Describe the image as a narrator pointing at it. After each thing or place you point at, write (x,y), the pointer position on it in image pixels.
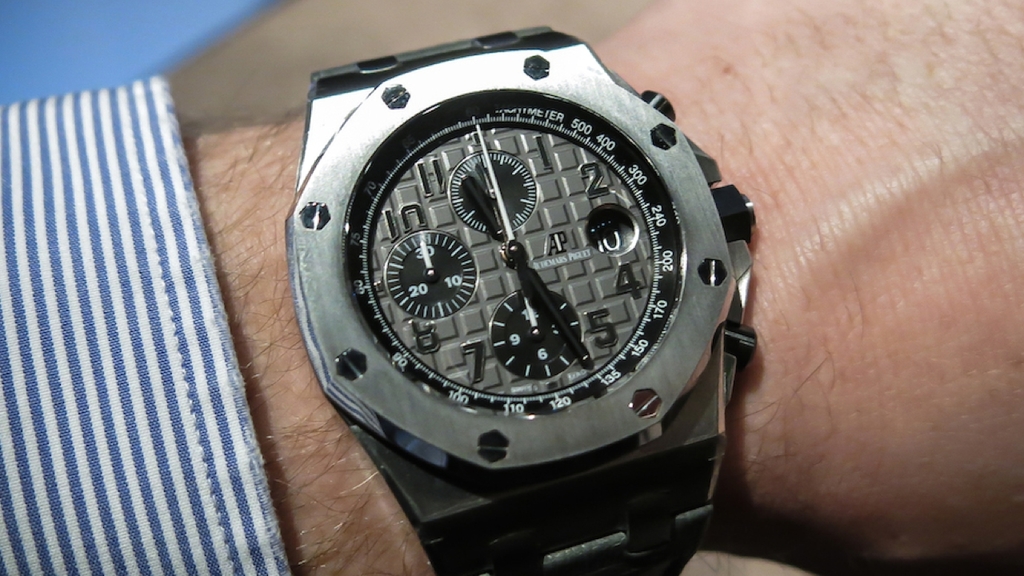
In this image we can see a watch (638,125) on a person's hand (323,435). This is the cuff (127,264) of a shirt (109,368).
